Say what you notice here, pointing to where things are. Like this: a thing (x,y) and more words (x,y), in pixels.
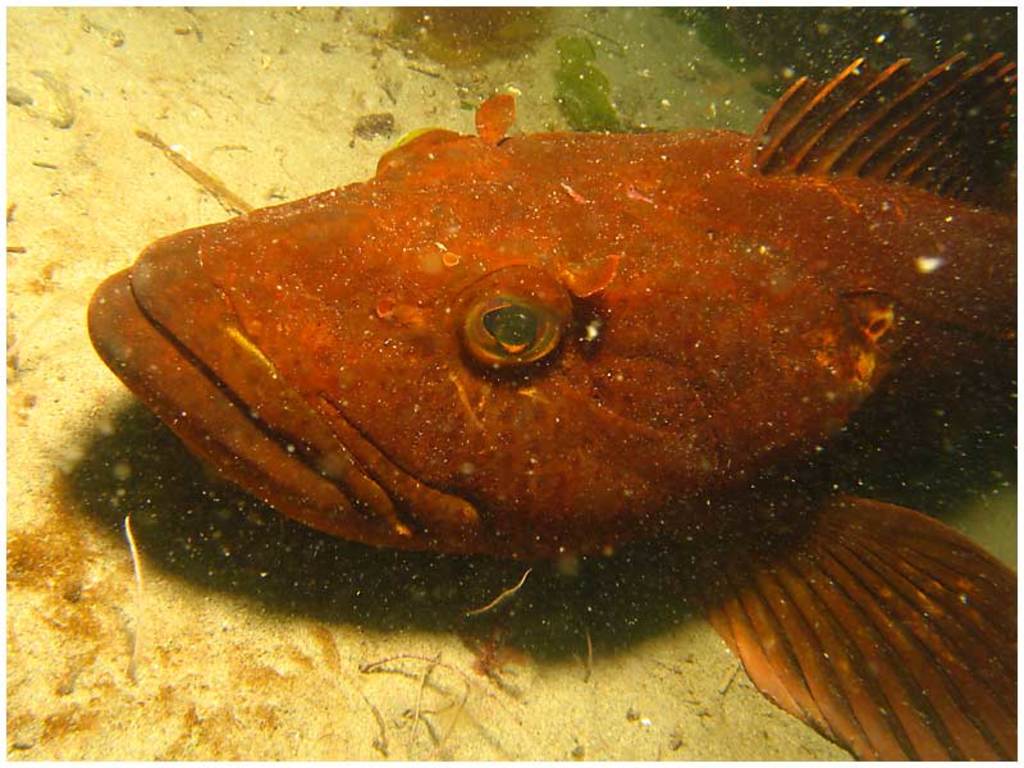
In the center of this picture (625,477) we can see a fish (186,229) which seems to be in the aquarium (488,651) and we can see some other items (563,62).
